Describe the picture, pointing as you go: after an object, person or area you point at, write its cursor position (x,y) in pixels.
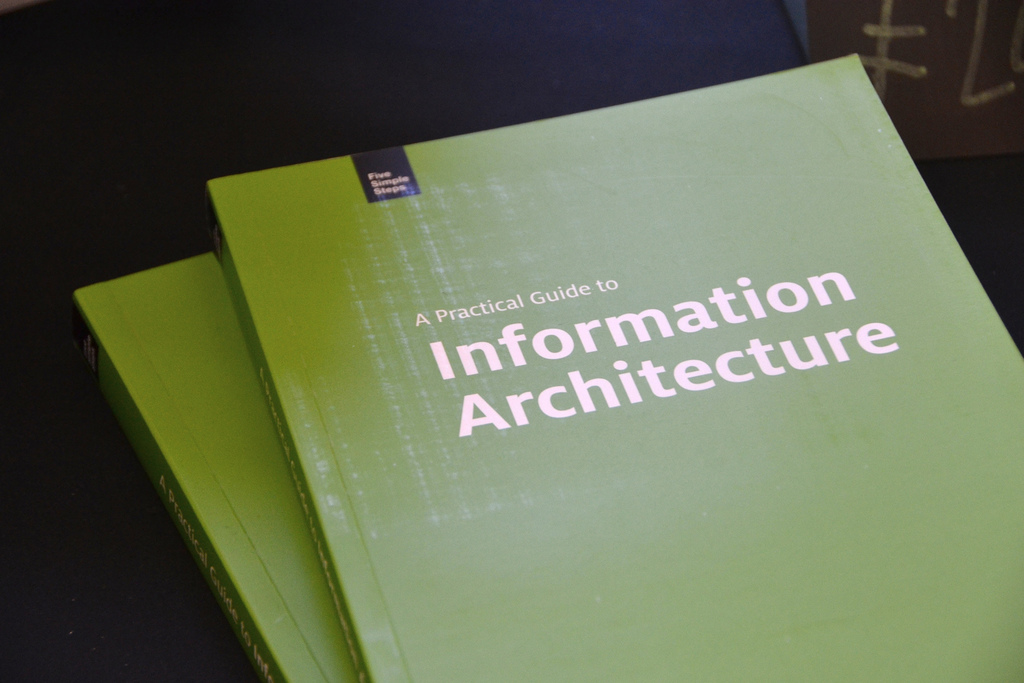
In this picture we can see few books (246,424).
